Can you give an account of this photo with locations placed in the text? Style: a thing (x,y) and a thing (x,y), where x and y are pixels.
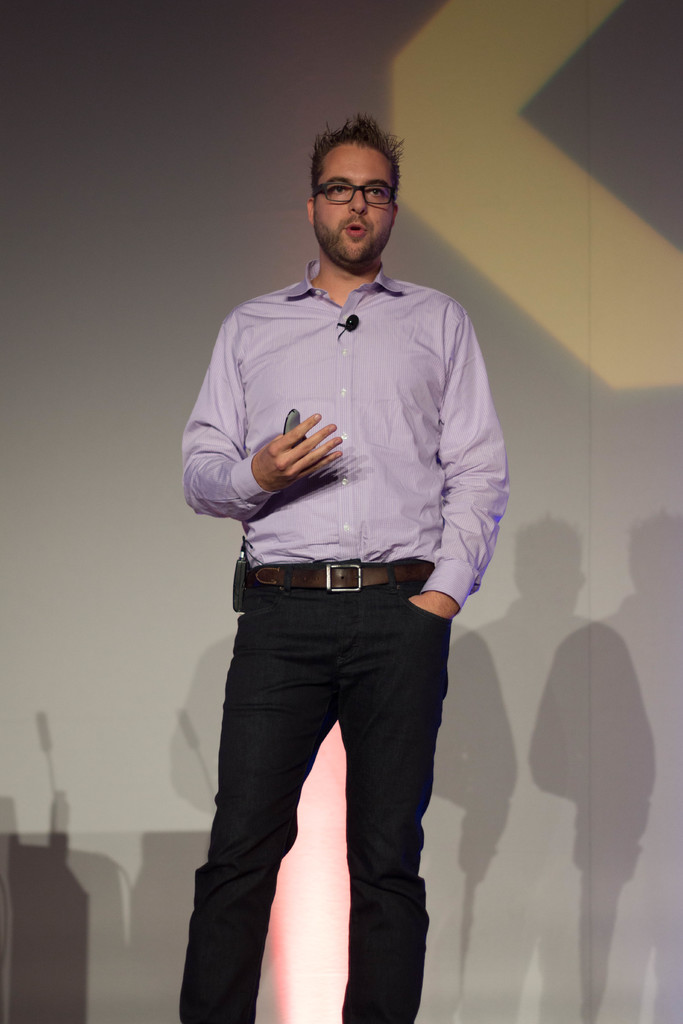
In this image we can see a man (319,460) is standing and holding an object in his hand (287,450) and there is a microphone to his shirt (348,491). In the background (155,441) we can see shadows (212,781) on the wall (220,595).
